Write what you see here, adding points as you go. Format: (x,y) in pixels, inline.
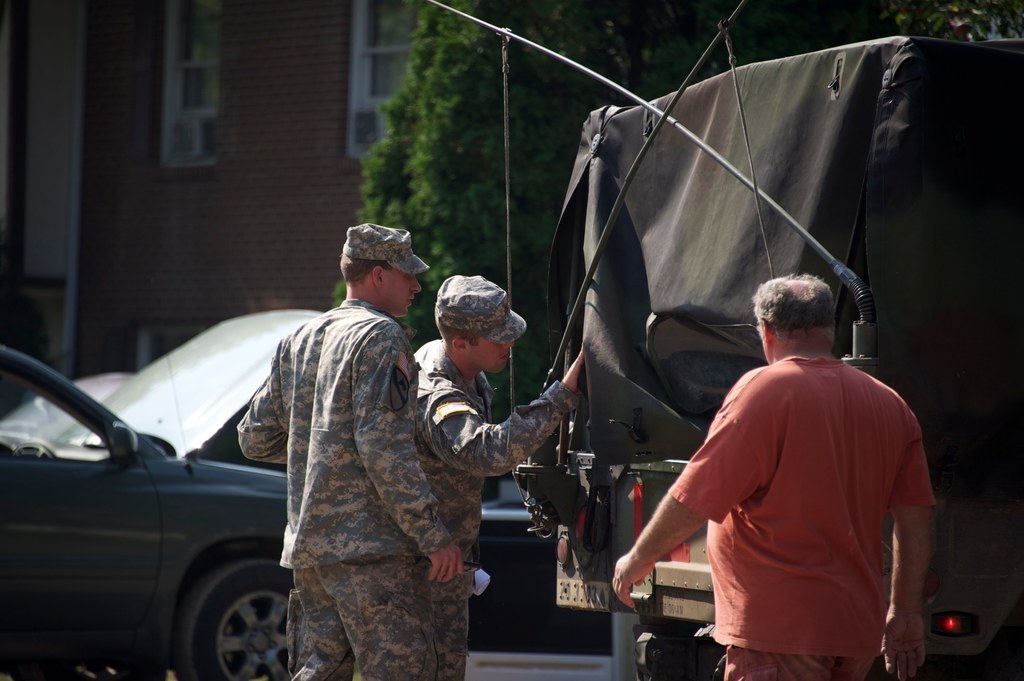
In this picture I can see three persons (307,592) standing, there are vehicles (617,352), there are trees (496,399), there is a building (187,192) with windows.
